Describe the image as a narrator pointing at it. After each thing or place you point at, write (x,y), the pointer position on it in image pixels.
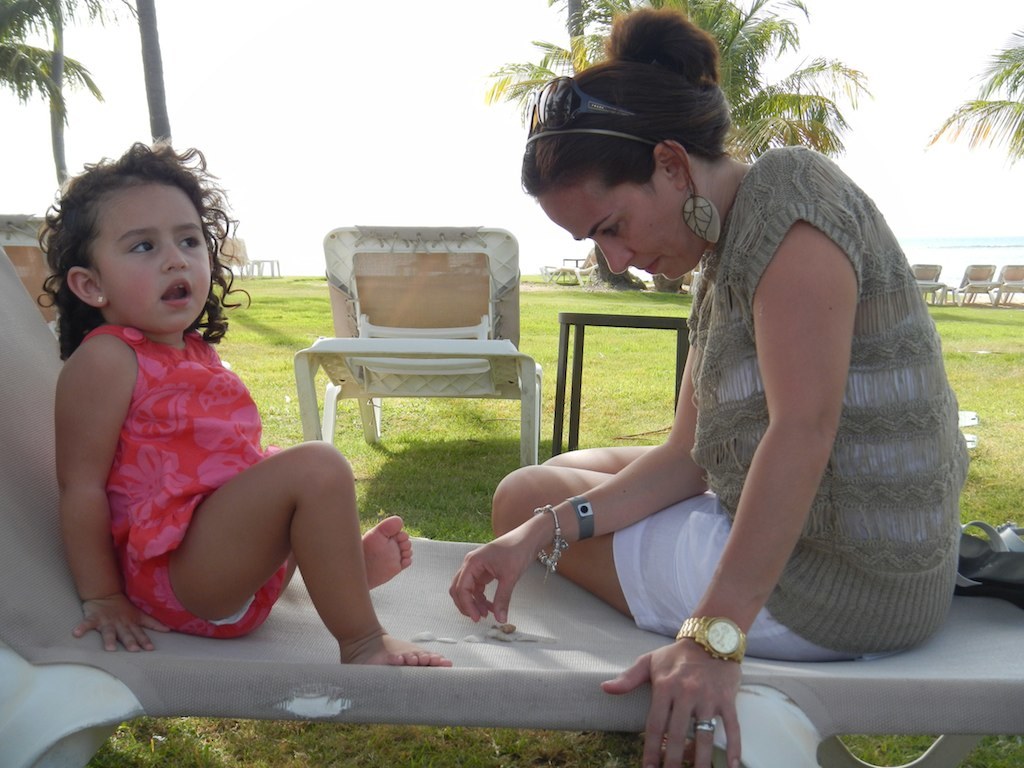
In this image we can see two people (725,464) sitting on the chair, behind there are few chairs (990,270), trees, grass (981,309), lake (979,238) and the sky (218,42).
